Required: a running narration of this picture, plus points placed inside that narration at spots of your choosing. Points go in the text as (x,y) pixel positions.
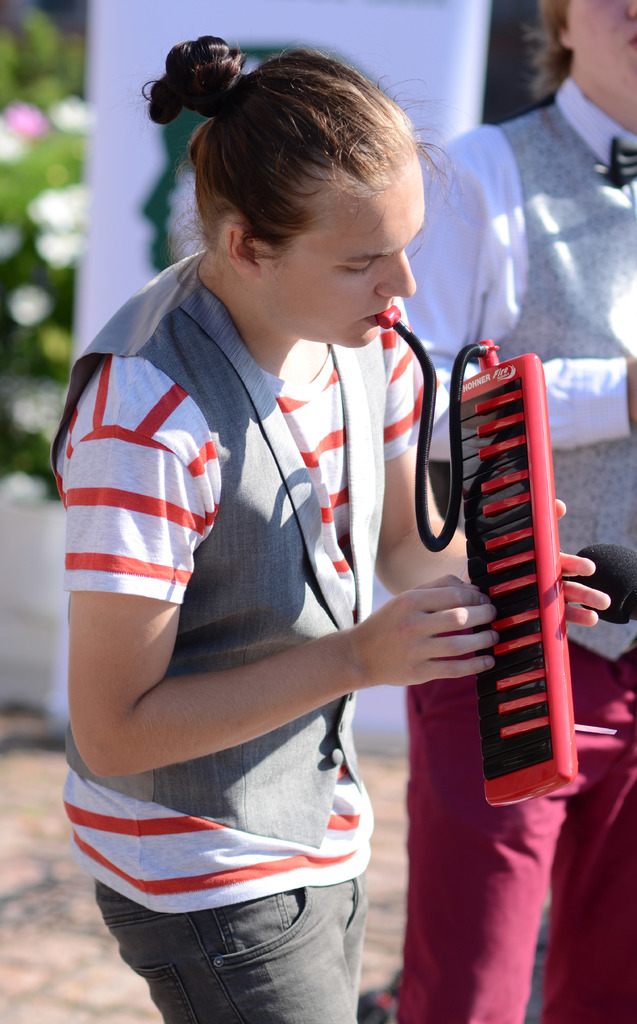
In the image we can see there are two people (452,256) standing and wearing clothes (394,347). The left side person (296,524) is holding a musical instrument (505,538) and the background (52,954) is blurred.
